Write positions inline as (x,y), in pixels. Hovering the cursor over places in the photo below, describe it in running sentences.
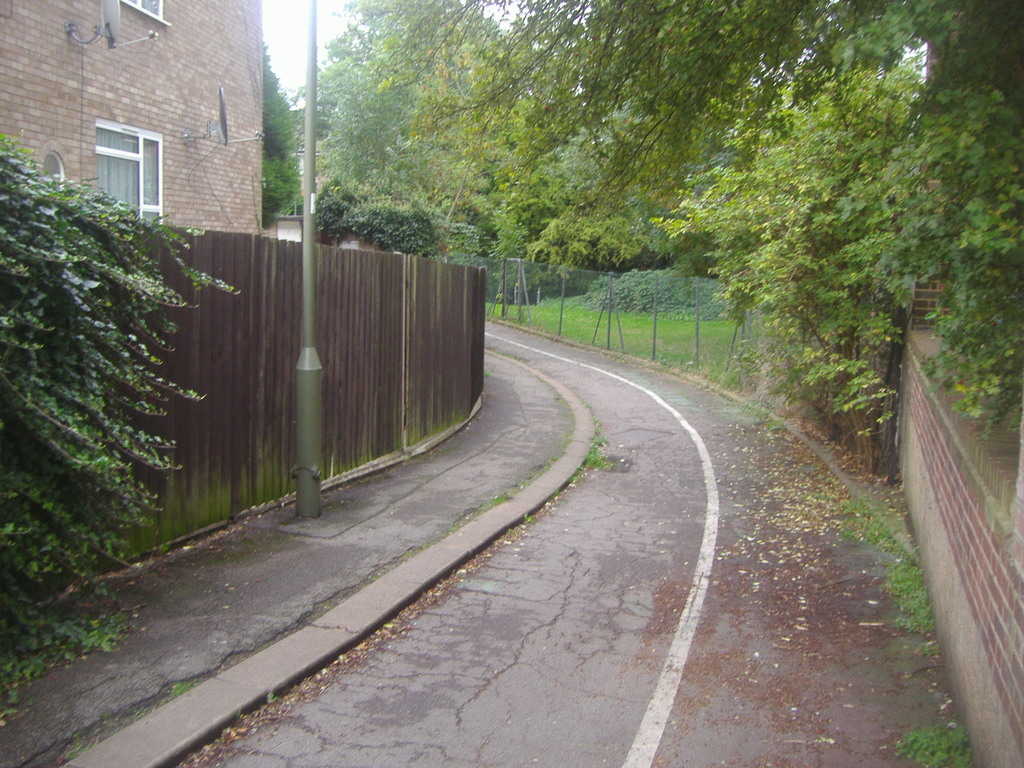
In this image I can see the road (549,646). To the right (970,527) I can see the wall (926,559). To the left (244,380) I can see the pole (308,518) and wooden fence (289,428). On both sides I can see the trees (852,380). In the background (548,286) I can see the railing (530,297), many trees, building (81,77) and the sky (274,62).
